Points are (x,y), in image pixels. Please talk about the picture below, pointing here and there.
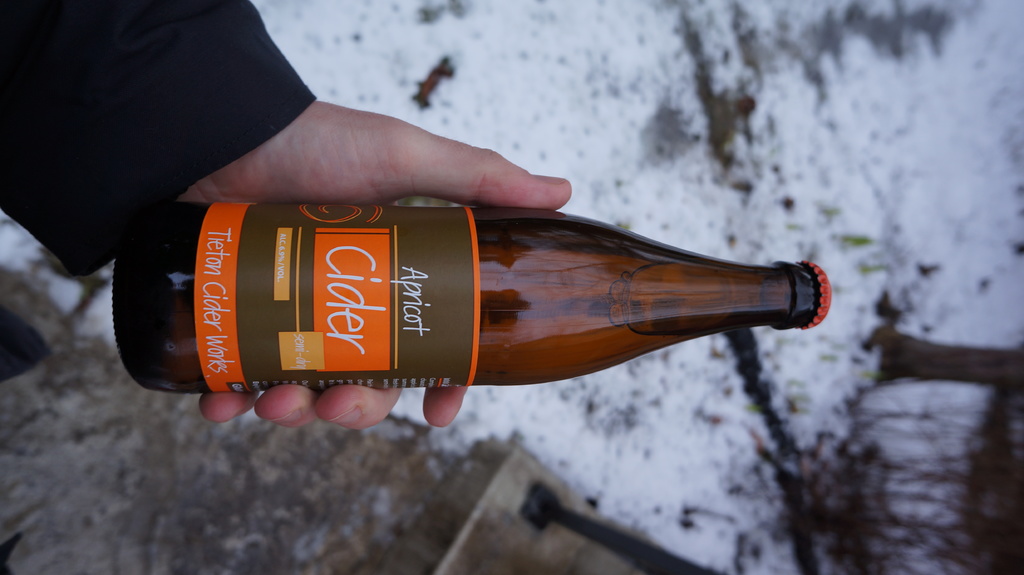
In this image, I can see a person's hand (287,159) holding a beer bottle (307,291). This is the label (367,285) attached to the beer bottle (530,359). In the background (674,400), that looks like a snow (818,209). I think this is the tree trunk (961,364).
